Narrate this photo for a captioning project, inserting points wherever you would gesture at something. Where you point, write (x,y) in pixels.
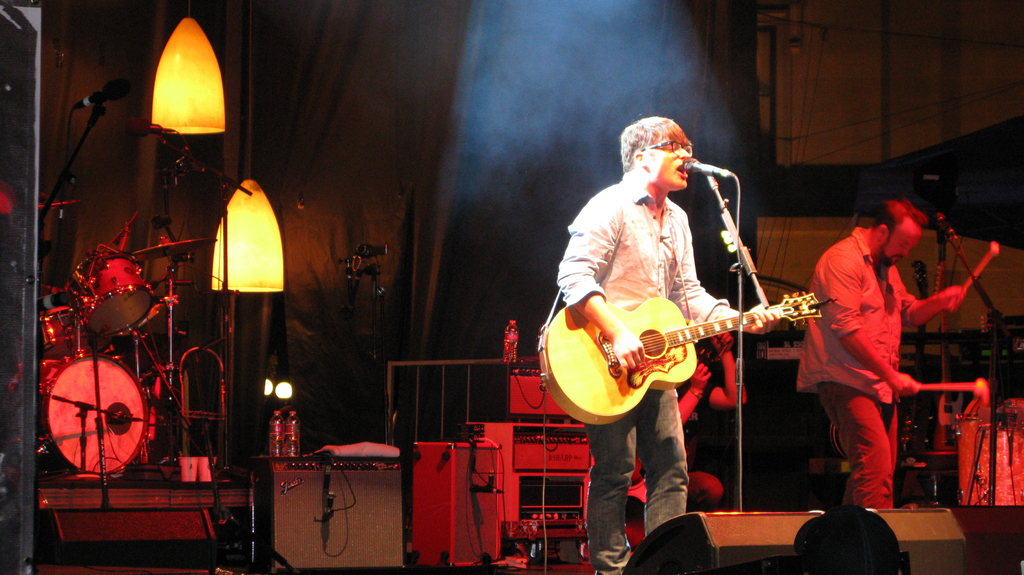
In this image I can see two people (653,280) are standing on the stage (518,569). The person (825,345) who is standing on the right side (878,397) is playing the drums (962,414). The person (691,271) who is standing on the left side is wearing white color shirt (658,246) holding a guitar (646,356) in his hands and it seems like he is singing a song. In front of this person (660,173) there is a mike stand (737,247). On the left side of the image (88,336) I can see the drums (79,337).
